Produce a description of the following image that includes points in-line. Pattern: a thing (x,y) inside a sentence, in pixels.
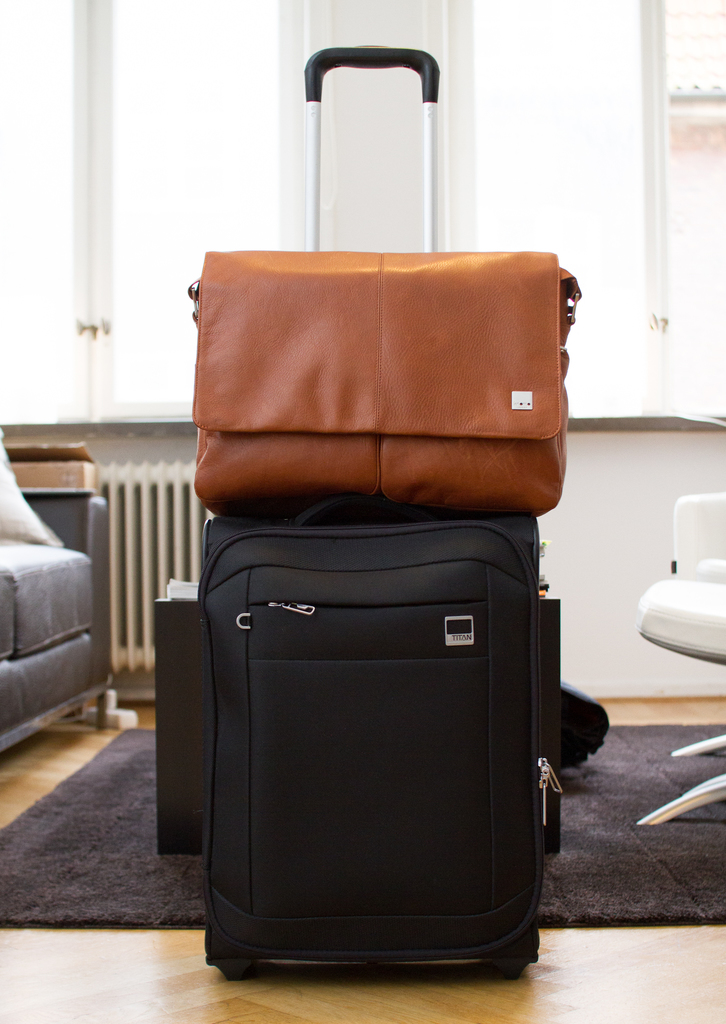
There are two bags (398,416) in the image. First bag (245,517) is in black in color and second bag (433,497) is in brown in color. second bag (464,478) is placed on the top of the first bag (245,709). In the background (85,532) there is a sofa (87,546), chair (672,586), mat (625,729) and window (615,198).
